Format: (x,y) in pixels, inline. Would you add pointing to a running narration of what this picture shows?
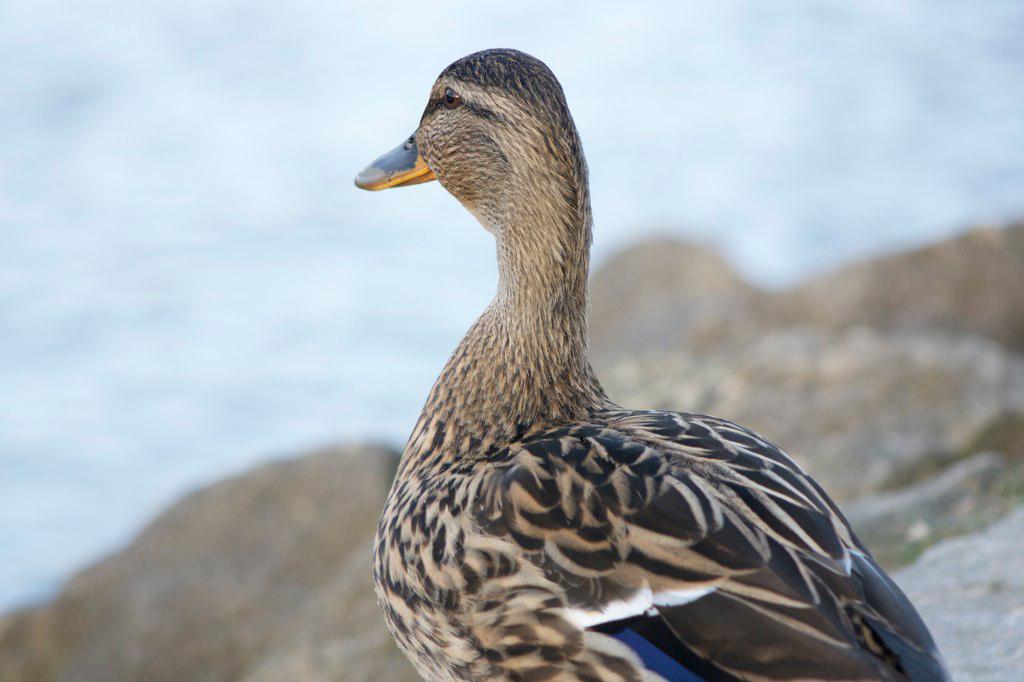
In the center of the image (476,422) we can see a bird (638,507) on the surface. On the backside (592,189) we can see the water (319,313) and rocks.
